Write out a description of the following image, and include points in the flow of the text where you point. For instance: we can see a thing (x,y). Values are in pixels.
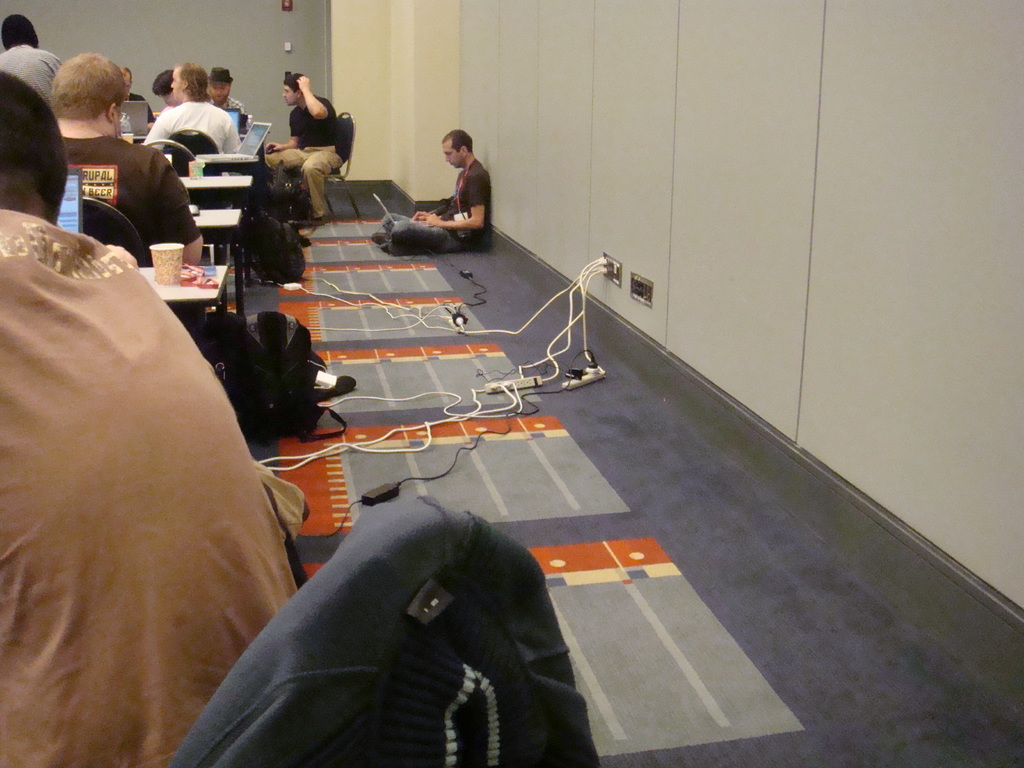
In the image there are few people (178,210) sitting in front of the tables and on the tables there are laptops (241,113) and other objects (179,274), on the right side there is a person (427,217) sitting on the carpet (377,226) and beside him there are wires (600,273), in the background (548,122) there is a wall (548,122).
